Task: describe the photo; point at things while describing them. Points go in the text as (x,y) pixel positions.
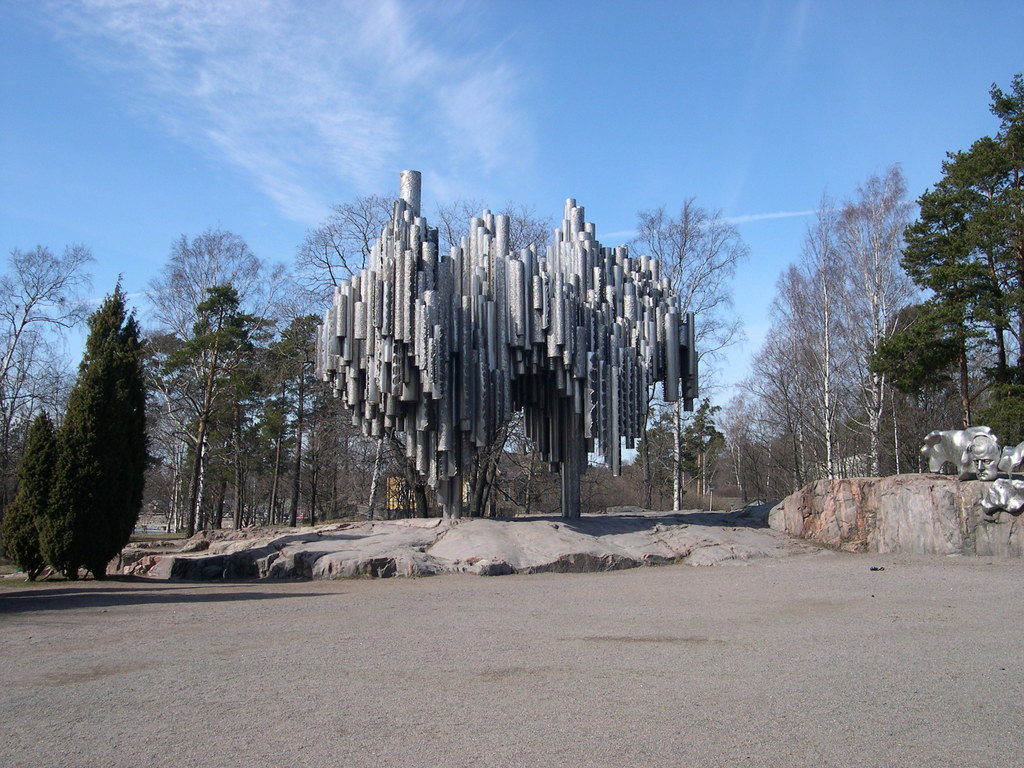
In this image I can see the ground (454,658), few trees (90,539) which are green in color, a silver colored structure (950,446) which is in the shape of human face (976,456) on the rock (979,484) and an silver colored object (460,349) which is made up of pipes (488,321). In the background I can see the sky (451,244).
